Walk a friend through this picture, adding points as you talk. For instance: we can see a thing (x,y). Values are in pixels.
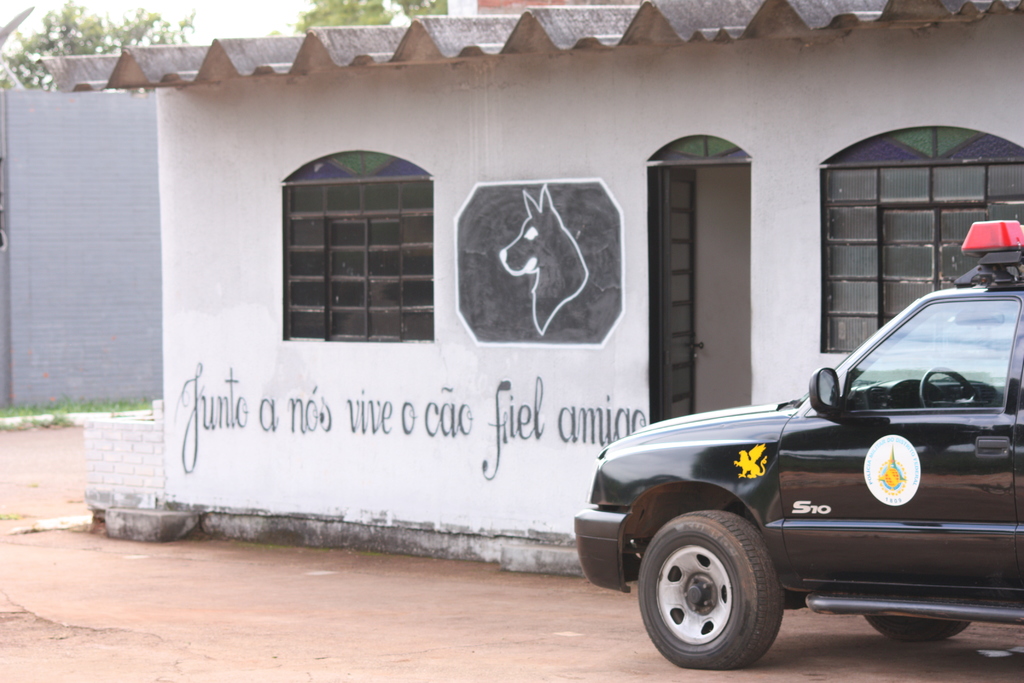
As we can see in the image there is house (427,191), door (660,334), glass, black color car (687,435) and trees (133,20). At the top (229,14) there is sky (173,11).
